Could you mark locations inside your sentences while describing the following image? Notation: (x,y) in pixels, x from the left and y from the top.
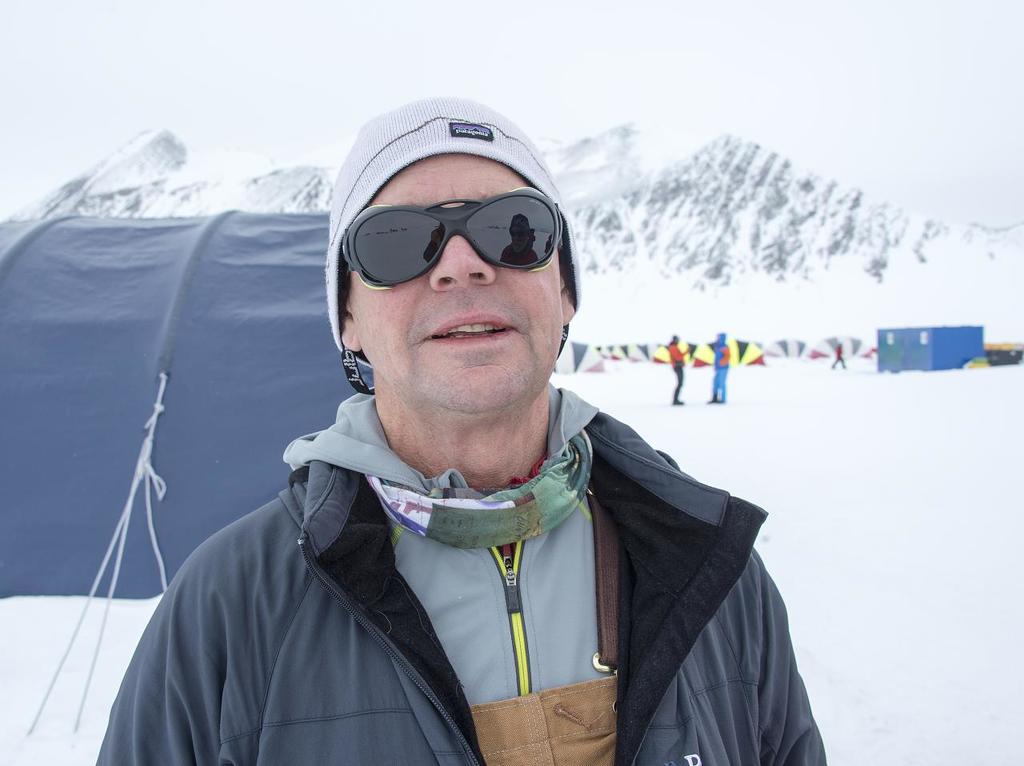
In the picture I can see a person (336,739) wearing sweater (294,732), cap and glasses (513,231) is standing here. In the background (75,342), I can see tent (150,336), two person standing on the snow (918,445), I can see few more tents (733,364), mountains (594,215) and the sky (784,73).
